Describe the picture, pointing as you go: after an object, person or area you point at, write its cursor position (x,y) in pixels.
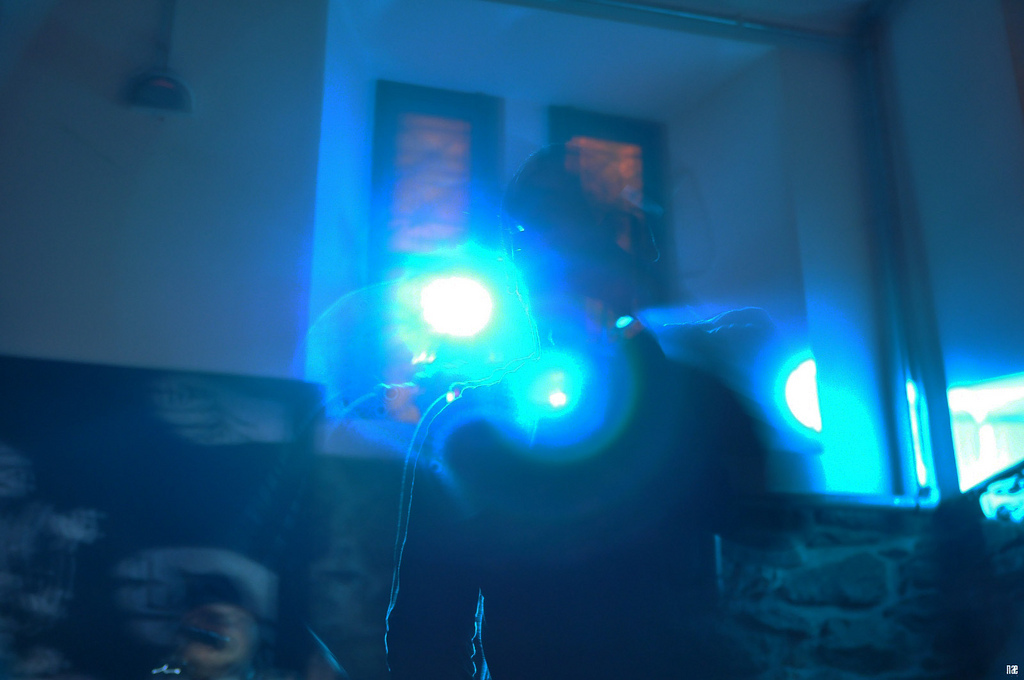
In this picture we can see a person (571,611), in the background (181,296) there is a wall (183,237), we can see a window (619,144) where, there is a blurry background (874,608).
